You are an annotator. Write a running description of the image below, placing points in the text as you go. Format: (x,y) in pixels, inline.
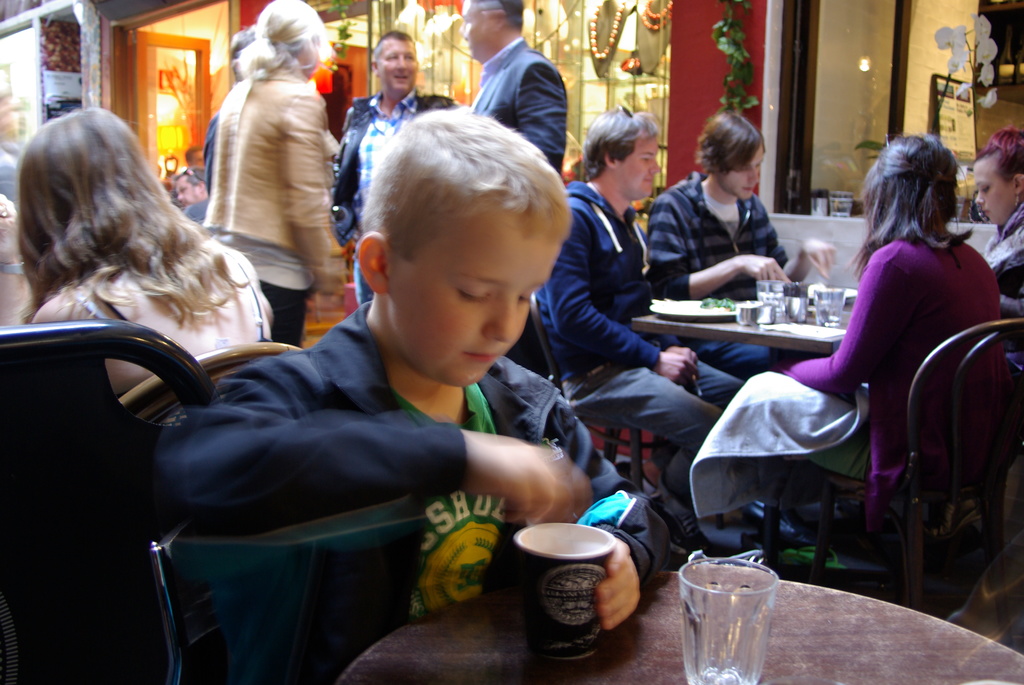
In this image we can see a few people (872,489) sitting on a chair (856,484). They are having a food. Here we can see a four persons (256,78) standing and they are having a conversation.
